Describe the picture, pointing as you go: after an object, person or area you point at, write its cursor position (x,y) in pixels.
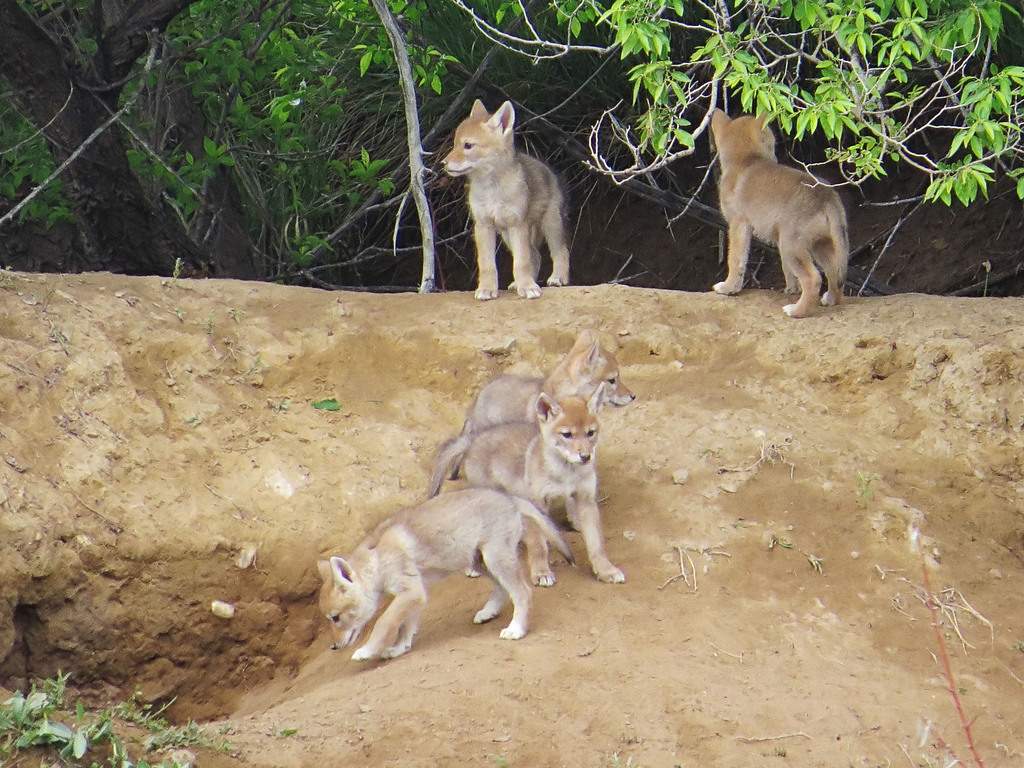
In this image we can see some animals (489,481) on the ground (42,465). We can also see some plants (437,178).
